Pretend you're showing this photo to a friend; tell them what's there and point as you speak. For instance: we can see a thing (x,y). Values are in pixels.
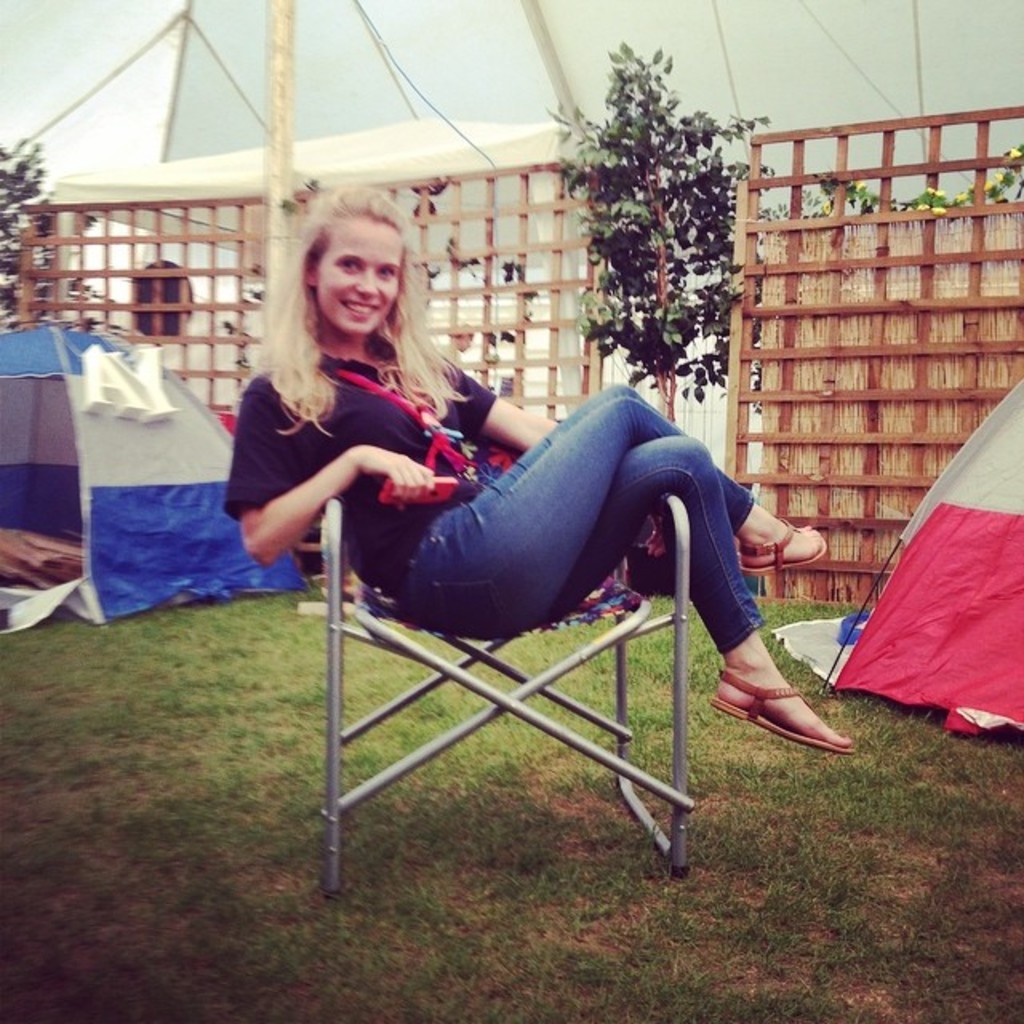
This is a picture taken in the outdoors. The woman (337,477) in black t shirt (353,516) was sitting on a chair (480,660). Behind the women (471,570) there are tents (145,435), plants (5,259) and wooden fencing (571,331).
